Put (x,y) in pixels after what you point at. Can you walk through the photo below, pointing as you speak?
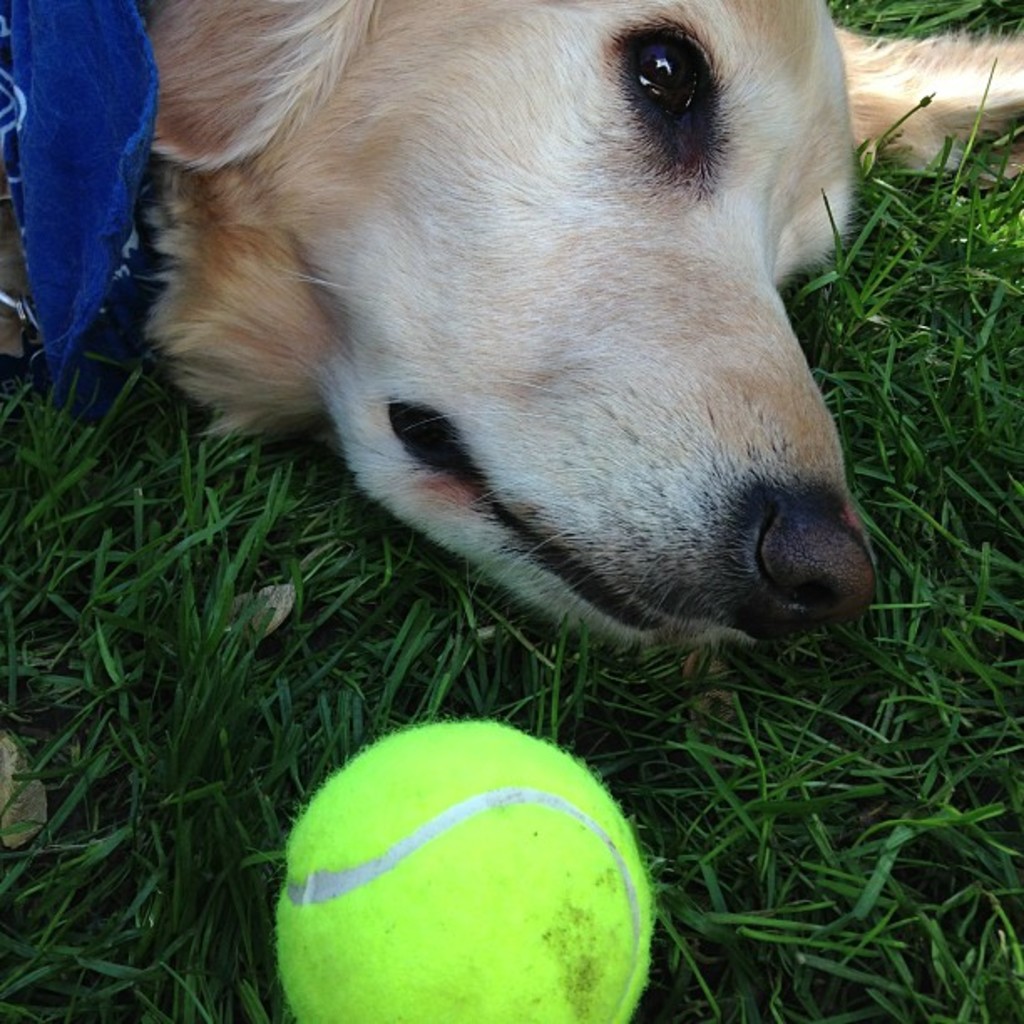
In the picture, we can see the head (502,257) of a dog (697,438) laying on the grass (459,578) and in front of the dog (689,513) there is a ball (512,855).
